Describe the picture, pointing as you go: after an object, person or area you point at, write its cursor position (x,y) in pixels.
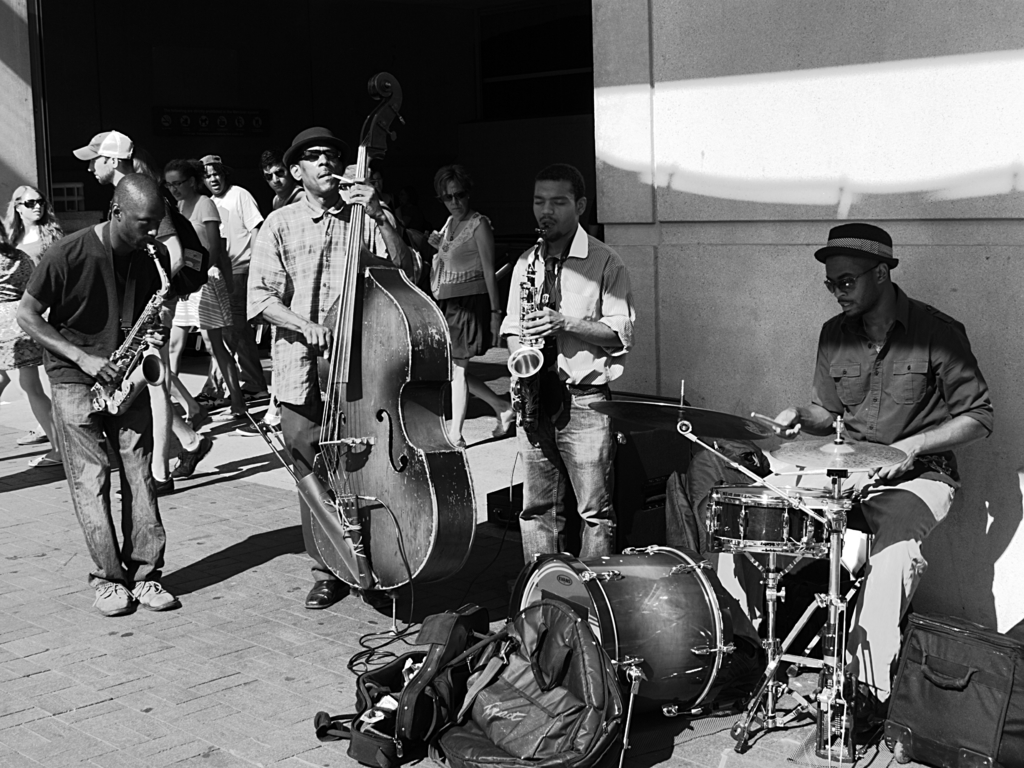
In this image, there is an outside view. There are some persons (582,367) wearing clothes (309,271) and playing musical instruments (344,359). There is a drum (672,631) and three bags (581,715) in the bottom right of the image (956,668). There is a wall (790,297) on the right of the image (744,109).
